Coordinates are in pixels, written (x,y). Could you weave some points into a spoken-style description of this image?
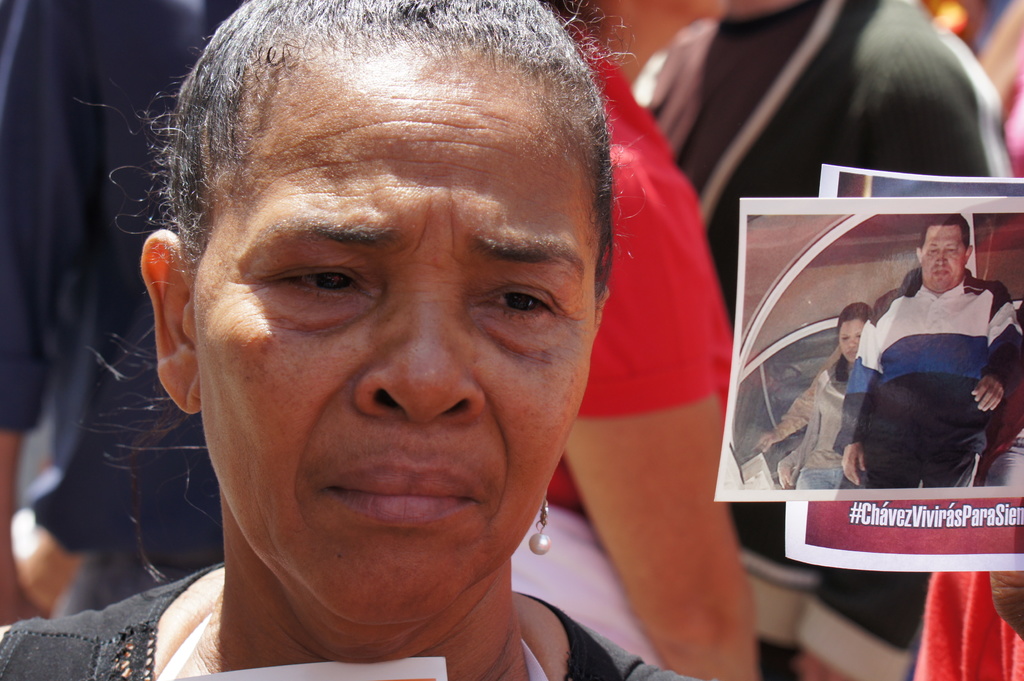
In front of the picture, we see the woman (346,426). I think she is crying. On the right side (822,271), we see the poster (855,199) of a man (845,426) and a woman (842,405). We see some text (864,522) written on the poster (791,523). Behind her, we see many people (709,185) are standing.
